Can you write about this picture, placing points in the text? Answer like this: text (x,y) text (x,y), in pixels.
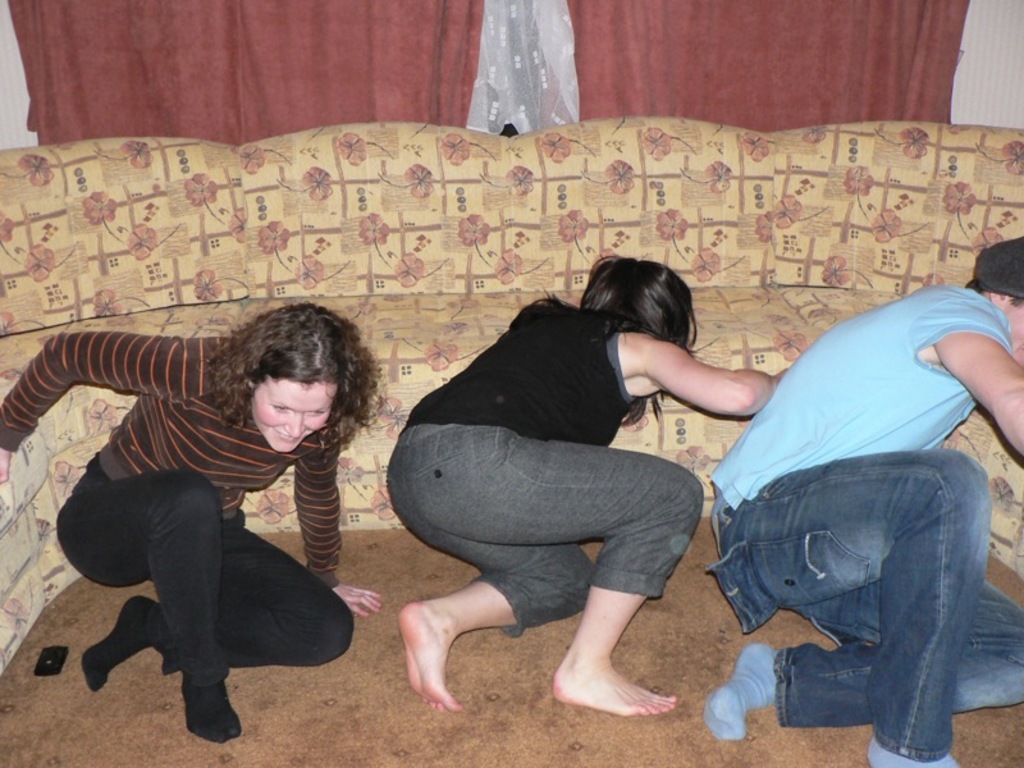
In this image we can see three people (563,546) on the floor (88,632), also we can see a cell phone (48,656) on it, behind them there is a couch (434,165), and curtains (615,105).
